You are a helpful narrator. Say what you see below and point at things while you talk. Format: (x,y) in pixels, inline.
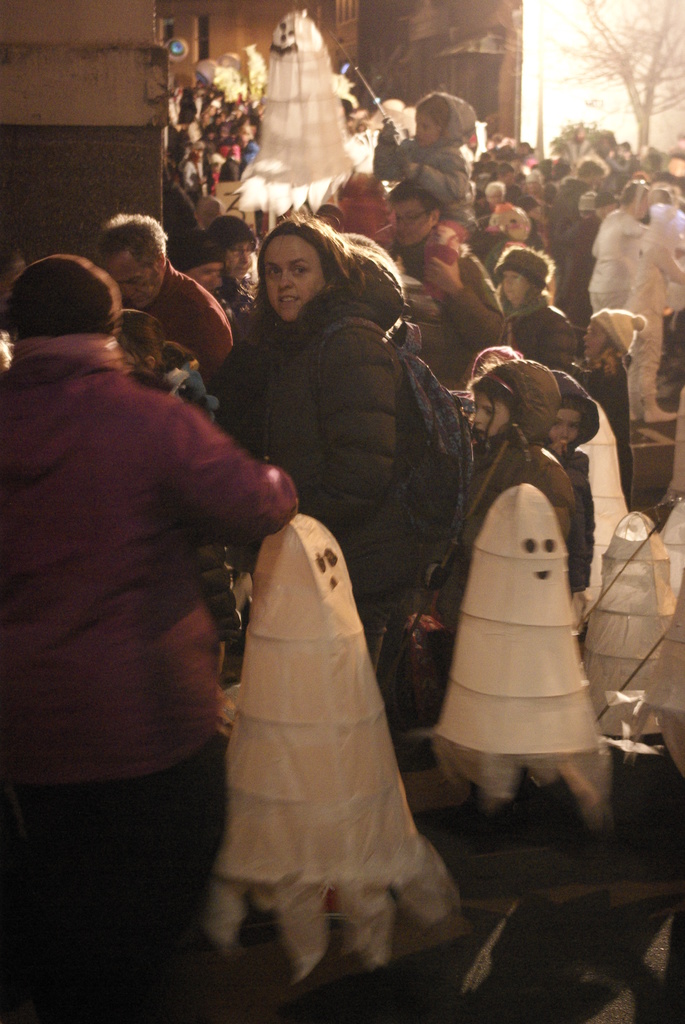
In this image we can see the building (150,85), one object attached to the building (70,110), one woman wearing a bag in the middle of the image (316,471), some people (76,737) are standing, some people (279,407) are walking, some people (165,420) are holding objects (269,118), one tree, some white objects (310,795) on the road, some children (465,513) are standing, one man (440,320) holding a child (459,189), one white board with a number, two persons (659,203) in white costume (657,214) and it looks like a light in the background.
